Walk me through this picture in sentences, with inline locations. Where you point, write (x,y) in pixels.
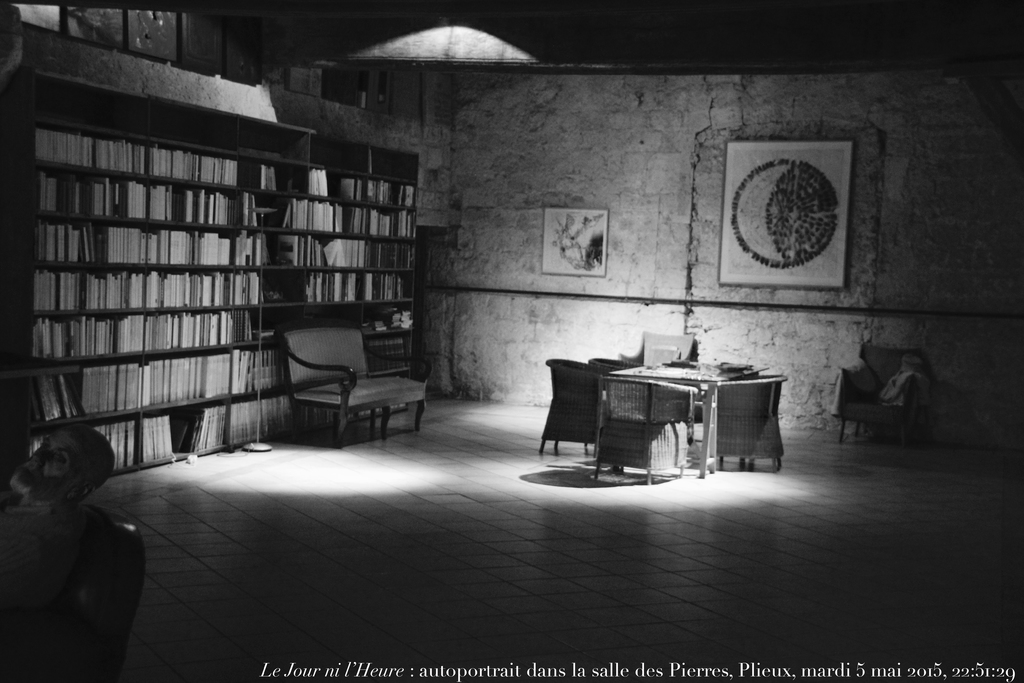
In this picture there is a person (52,454) and we can see floor (736,527), chairs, objects (725,372) on the table (704,373) and sofa (341,425). In the background of the image (729,169) we can see board (740,217) and frame (587,240) on the wall (531,220) and books (236,240) in racks (209,138). At the bottom of the image (720,672) we can see text (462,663).
